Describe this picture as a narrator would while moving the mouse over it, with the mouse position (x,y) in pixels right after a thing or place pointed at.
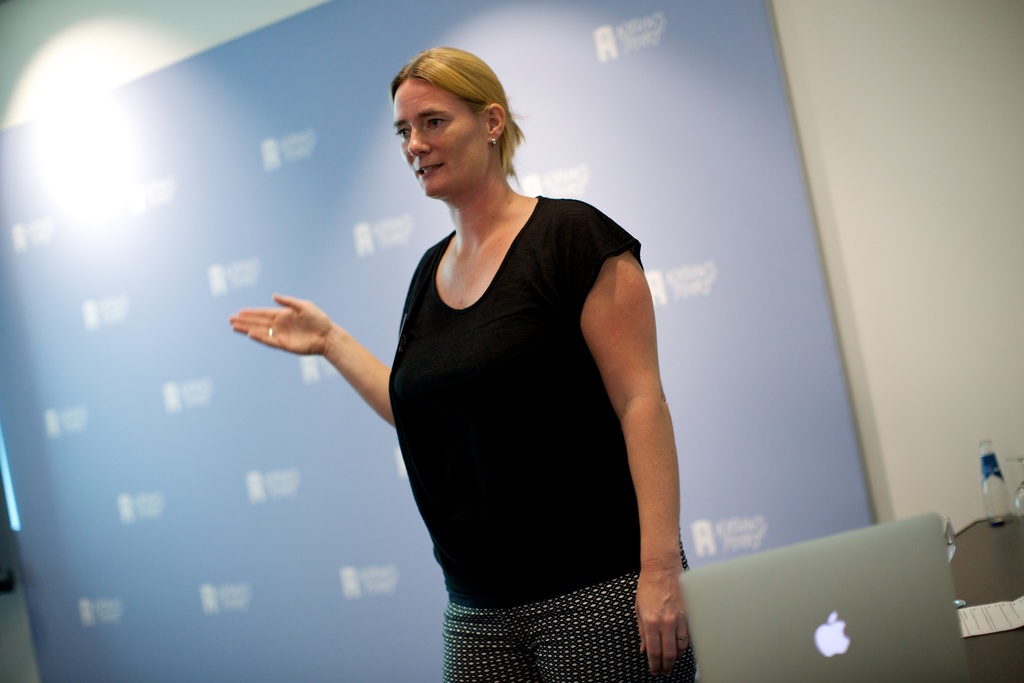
In this picture I can see there is a woman (624,302) standing here and she is wearing a black shirt (460,529) and a pant (591,607). On to right (858,665) there is a laptop (845,597) and there is a blue color banner (758,523) in the backdrop (874,86) there is a wall (850,257).
